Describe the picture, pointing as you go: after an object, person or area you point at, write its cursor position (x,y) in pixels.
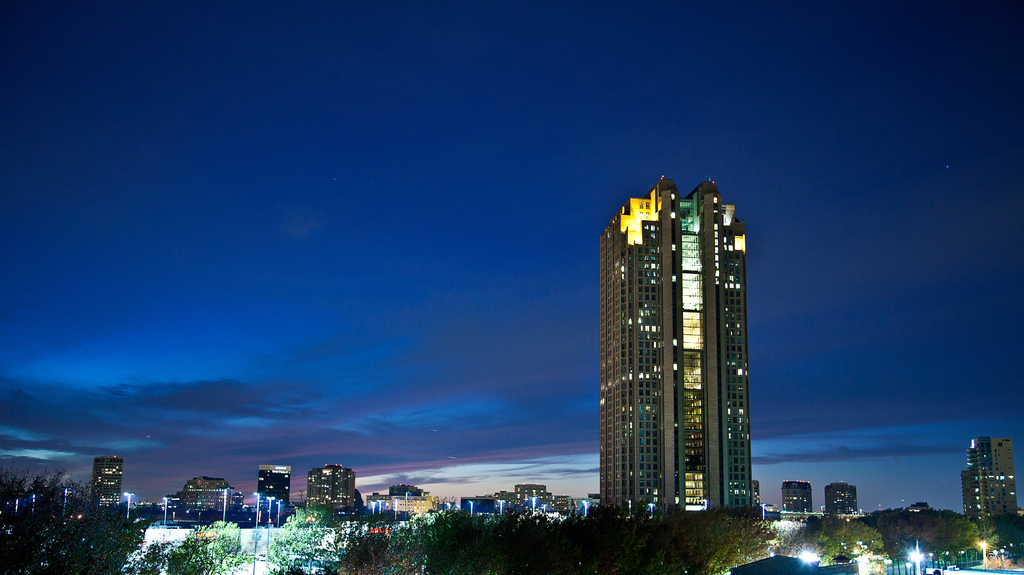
There are buildings (105,474) having lights (995,478), trees (462,523), lights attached to the poles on the ground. In the background (125,344), there are clouds (408,416) in the blue sky (176,357).
